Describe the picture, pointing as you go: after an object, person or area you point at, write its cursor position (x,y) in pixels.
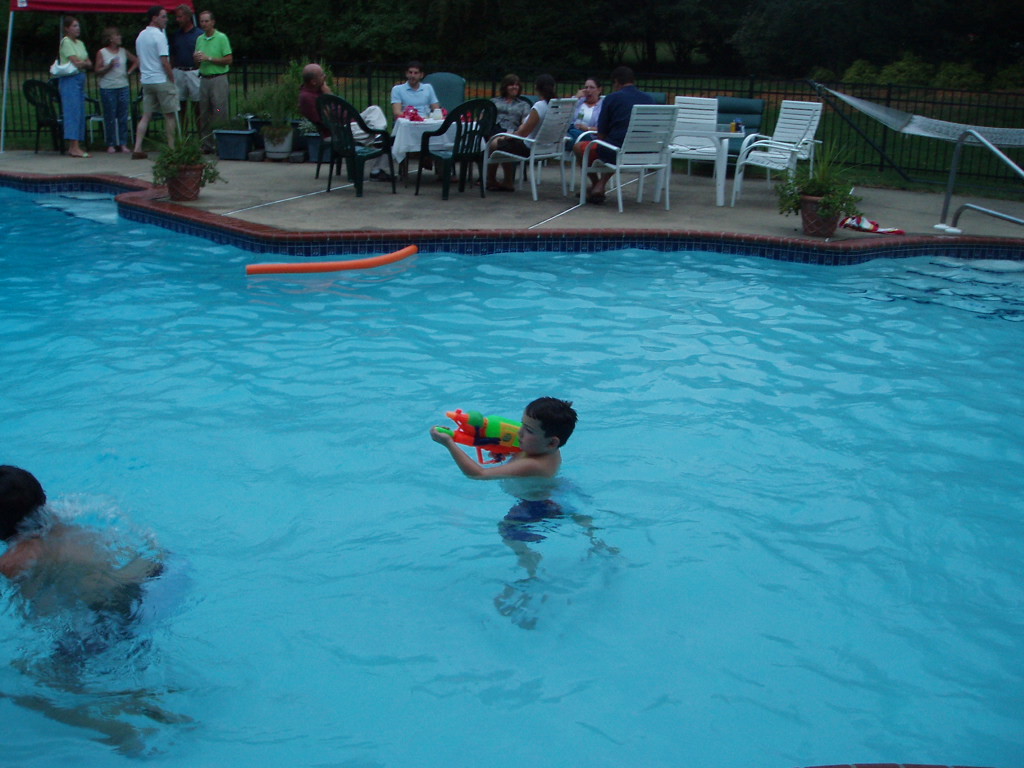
In this image we can see a few people (206,107), among them some are standing and some are sitting on the chairs (438,103), we can see two kids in the swimming pool (594,369) among them one is holding an object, there are some trees (233,39), plants (838,183) and fence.
